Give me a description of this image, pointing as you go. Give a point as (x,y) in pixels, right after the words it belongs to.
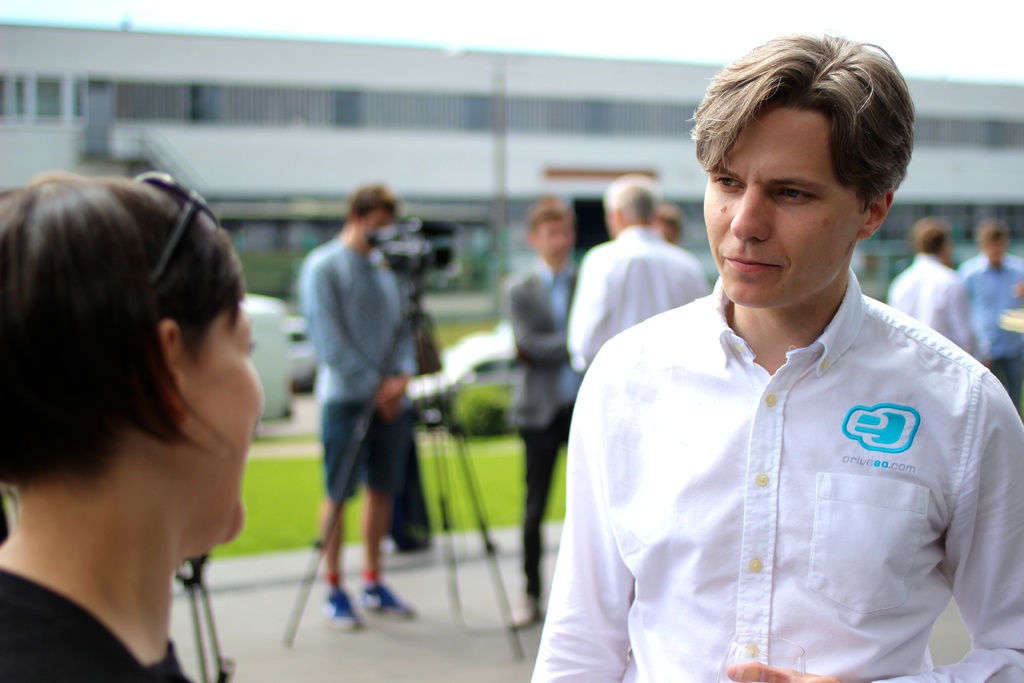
In this image I can see number of people (367,319) are standing and in the centre of this image (421,275) I can see a tripod stand (423,288) and on it I can see a camera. In the background (268,344) I can see grass ground (456,324), few vehicles (416,396), a building (383,165) and I can see this image is little bit blurry in the background (366,602).
